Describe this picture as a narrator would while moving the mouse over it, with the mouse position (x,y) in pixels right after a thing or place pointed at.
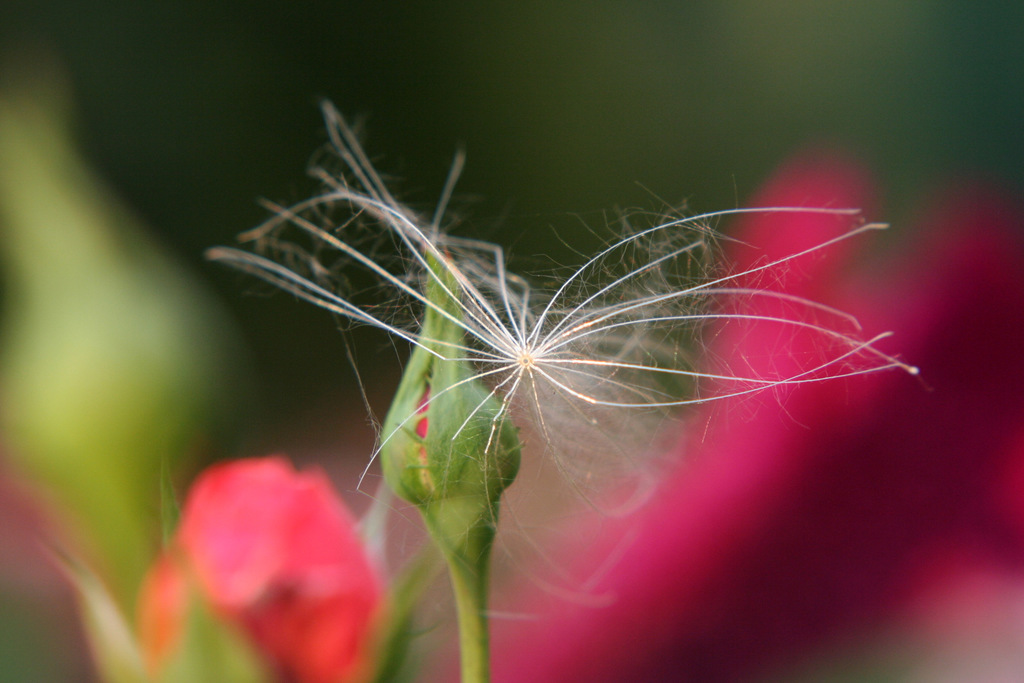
In the image we can see flowers (278,548) and a bud (451,452), on the bud (477,397) there is a seed (477,404) and background (996,74) is blurred.
